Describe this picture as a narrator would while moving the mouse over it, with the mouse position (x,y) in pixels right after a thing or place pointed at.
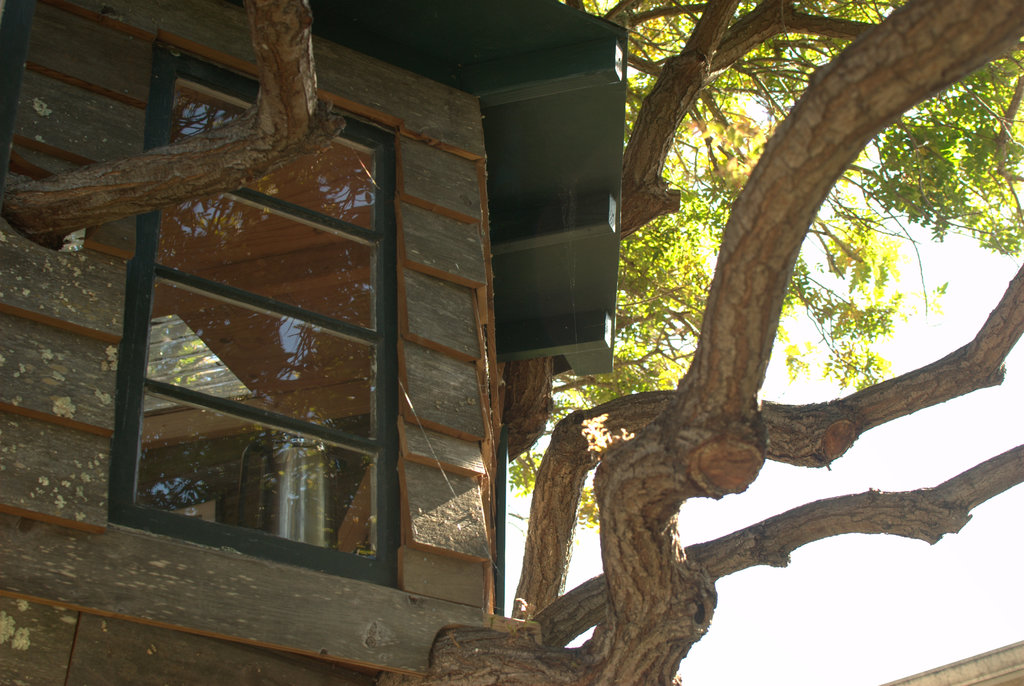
To the left side of the image (281,465) we can see a building (436,335) with windows (358,438). In the background (956,580), we can see a tree (885,227) and the sky (905,566).
